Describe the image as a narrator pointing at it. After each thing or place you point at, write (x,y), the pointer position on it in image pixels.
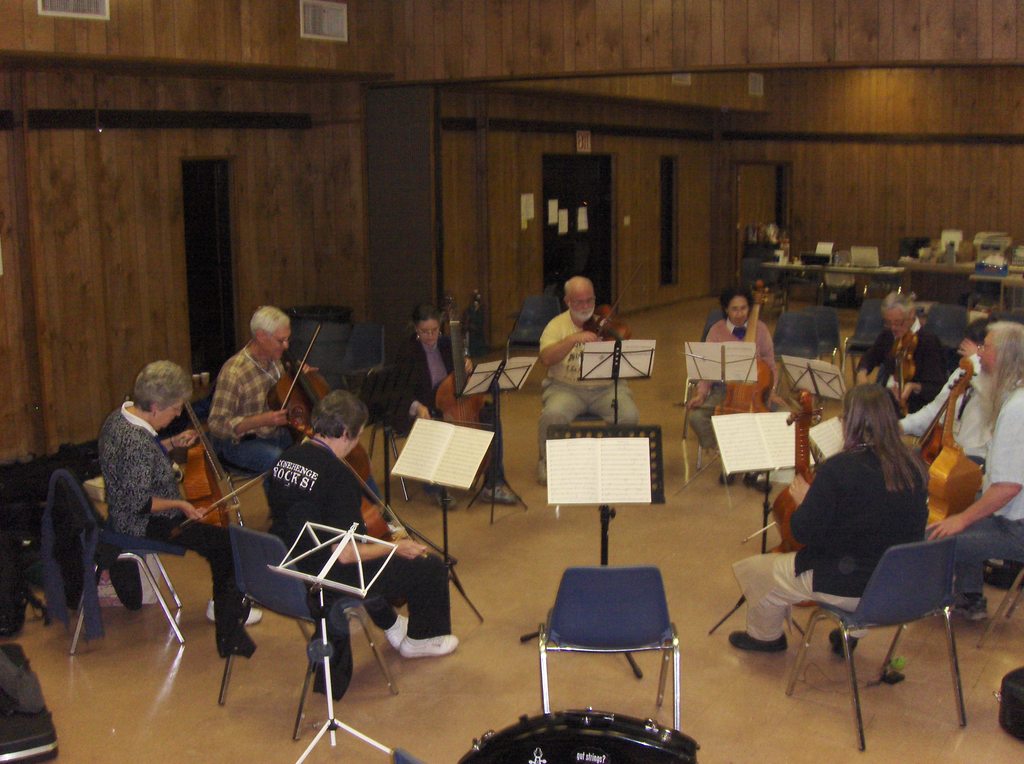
In this picture, there is a floor (786,738) which is in yellow color, there are some people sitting on the chairs (872,616) which are in blue color, there are some stands (608,508) which are in black color, there are some paper (585,464) which on the stands (583,476) which are in white color, in the background (72,221) there is a wall (70,195) which is in brown color, there are some doors (209,243) which are in black color.
